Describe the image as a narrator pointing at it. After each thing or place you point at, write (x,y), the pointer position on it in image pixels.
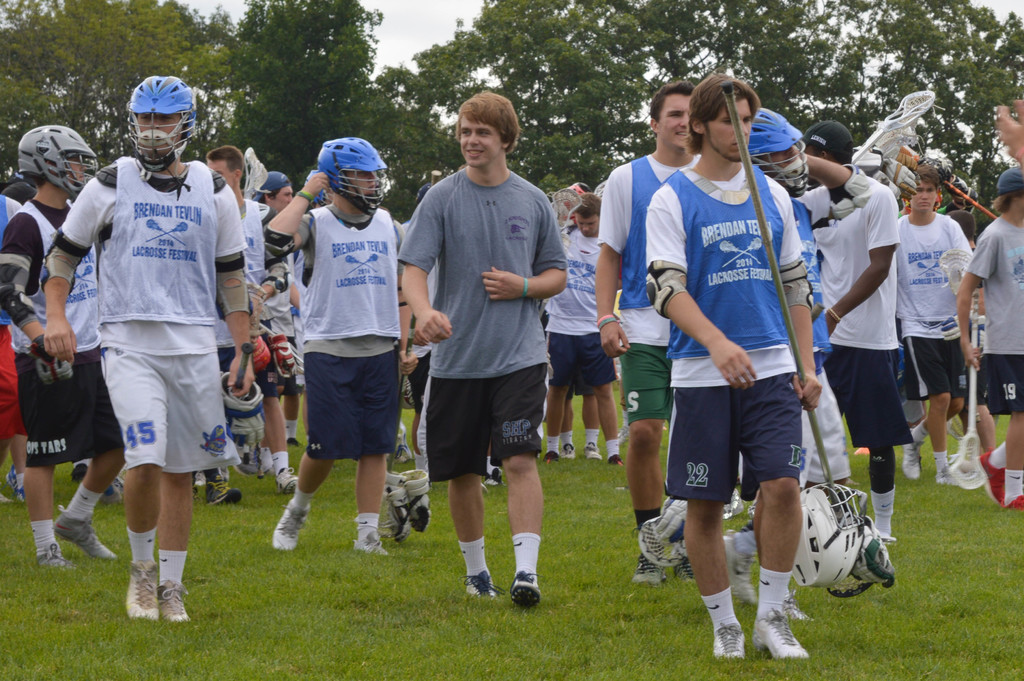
In this picture we can see some people (549,341) walking here, at the bottom (593,645) there is grass (601,648), some of these people (250,251) wore helmets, in the background (259,101) there are trees (301,166), we can see the sky (405,21) at the top of the picture (431,19).
